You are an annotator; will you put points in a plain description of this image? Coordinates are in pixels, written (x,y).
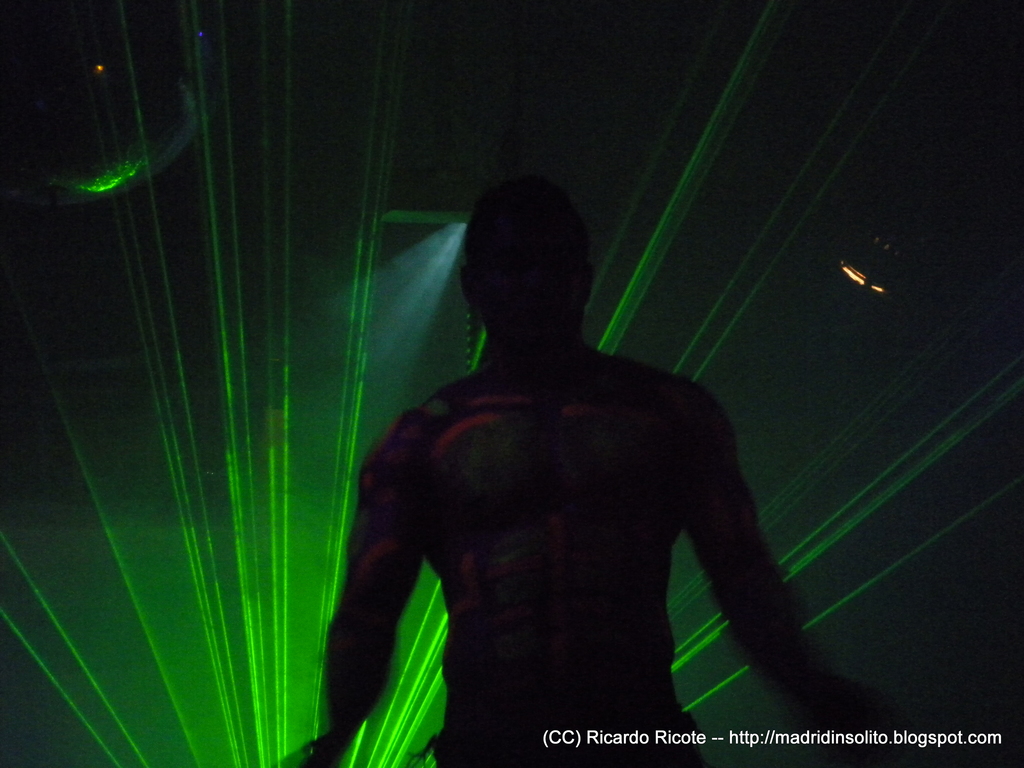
In the foreground of this image (551,550), there is a man (527,568) standing in the dark, where there is a green light (284,670) coming in the background (181,689).
